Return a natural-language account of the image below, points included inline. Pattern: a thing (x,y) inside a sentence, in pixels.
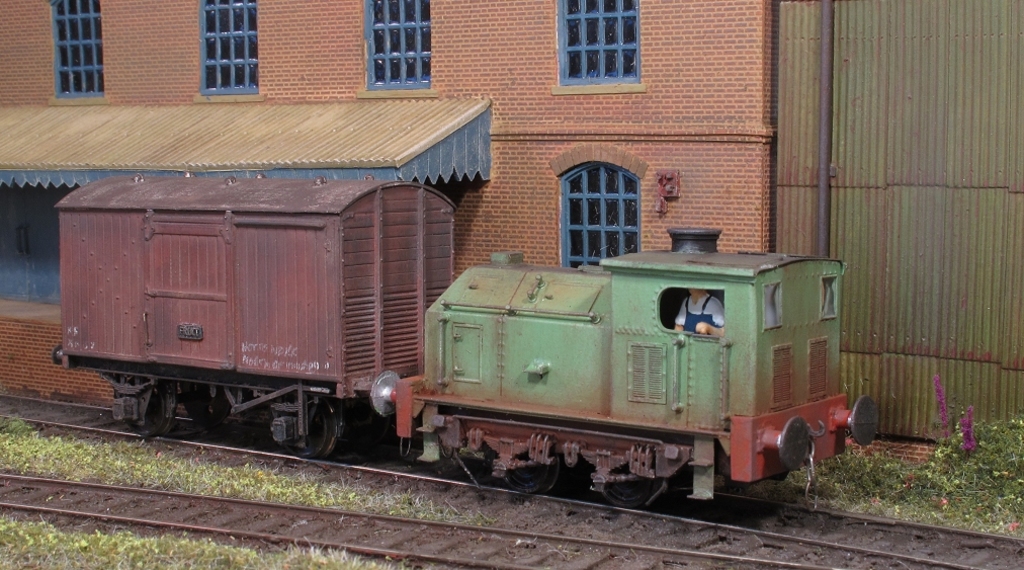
Here I can see a train engine (432,367) on the railway track (307,462). At the bottom of the image (111,546) I can see the grass (54,543). In the background (669,96) there is a building (445,114). On the right side (905,174), I can see a shed (919,227) and some plants (900,480). Here I can see a person (700,322) inside the engine (651,328).
